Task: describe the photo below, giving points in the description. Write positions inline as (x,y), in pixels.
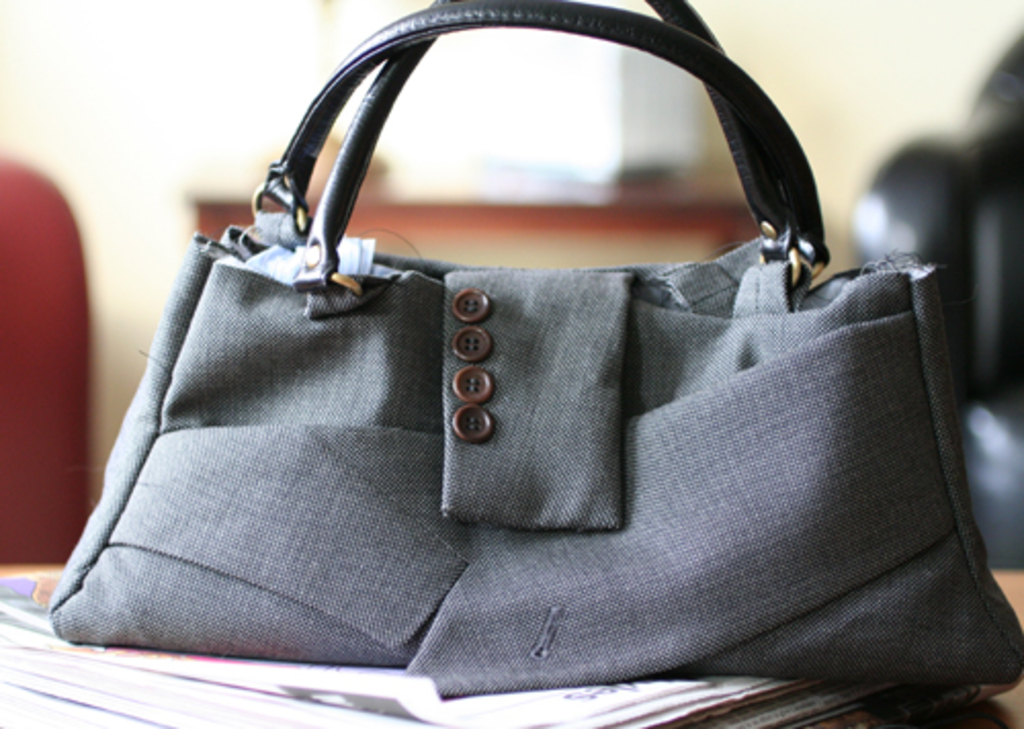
there is a bag (663,496) made of suit (519,482), which has black handles (348,153) placed on papers (578,711). behind that there is a table (525,217).
